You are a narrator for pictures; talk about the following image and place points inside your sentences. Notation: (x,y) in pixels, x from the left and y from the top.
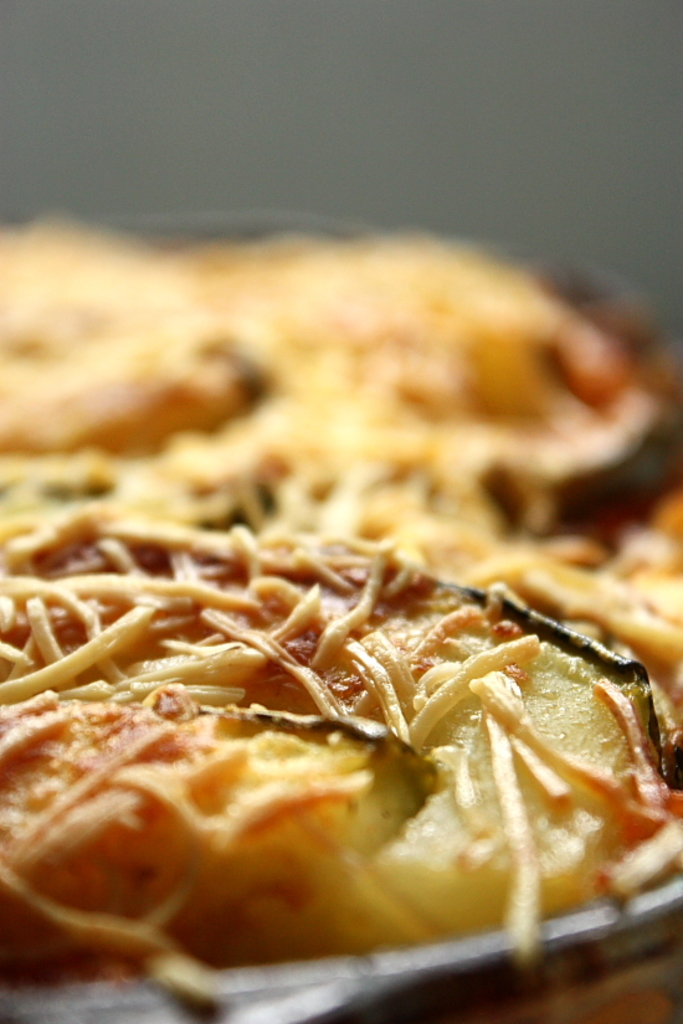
In this picture we can see the food (422,603) on the dish (475,943). At the top (676,314) there is a wall (578,50).
